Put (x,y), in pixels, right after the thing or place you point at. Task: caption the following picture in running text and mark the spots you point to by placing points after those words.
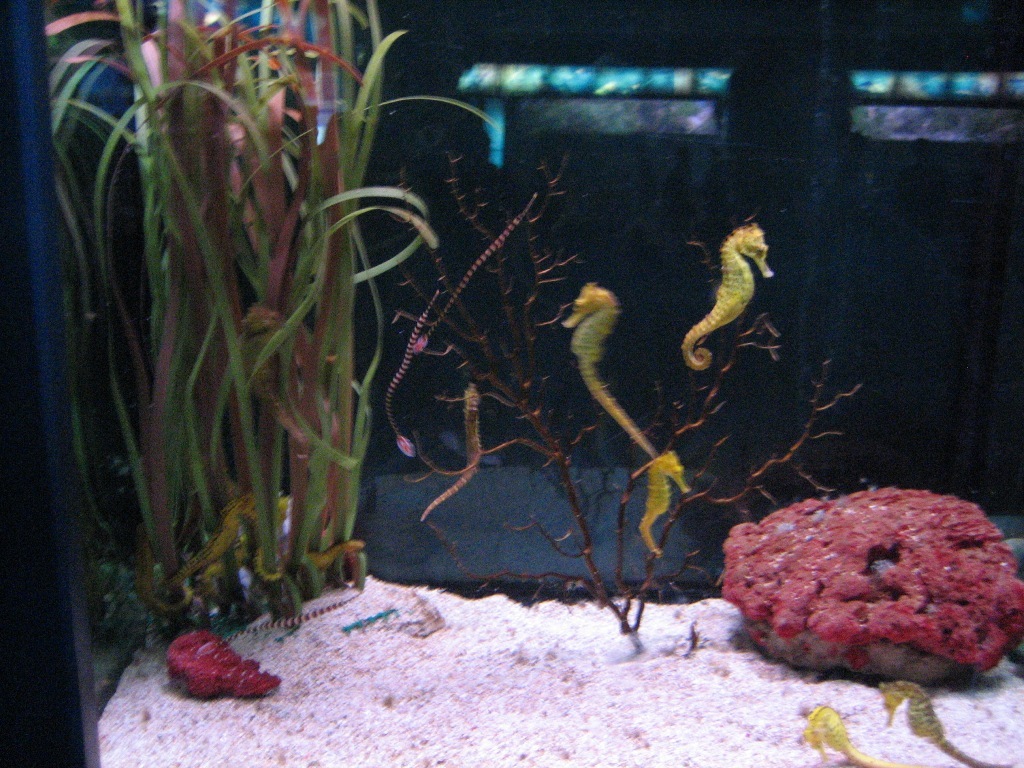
This picture consists of plants (181,338) and red color rocks (880,555) visible.
